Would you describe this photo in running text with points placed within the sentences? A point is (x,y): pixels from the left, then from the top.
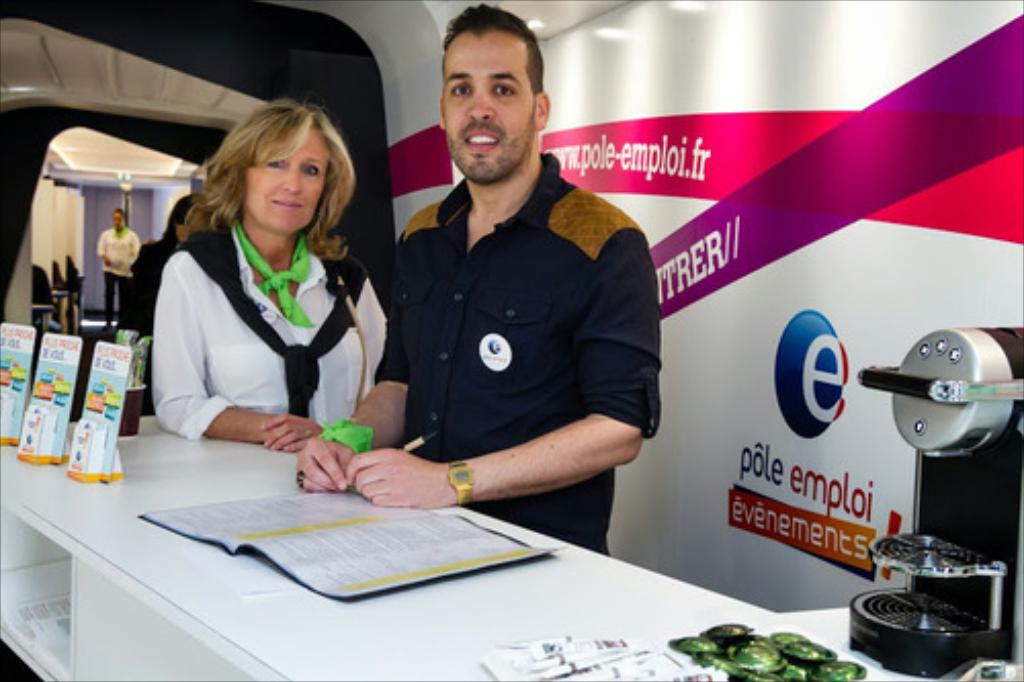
In this image we can see two people (278,367) are standing, among them one person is holding a pen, in front of them, we can see a table (213,578), on the table (233,465), we can see a book (342,578), coffee machine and some other objects (6,391), the background (767,132) looks like the wall (777,182) with some text (608,156), also there is another person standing near a pole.
